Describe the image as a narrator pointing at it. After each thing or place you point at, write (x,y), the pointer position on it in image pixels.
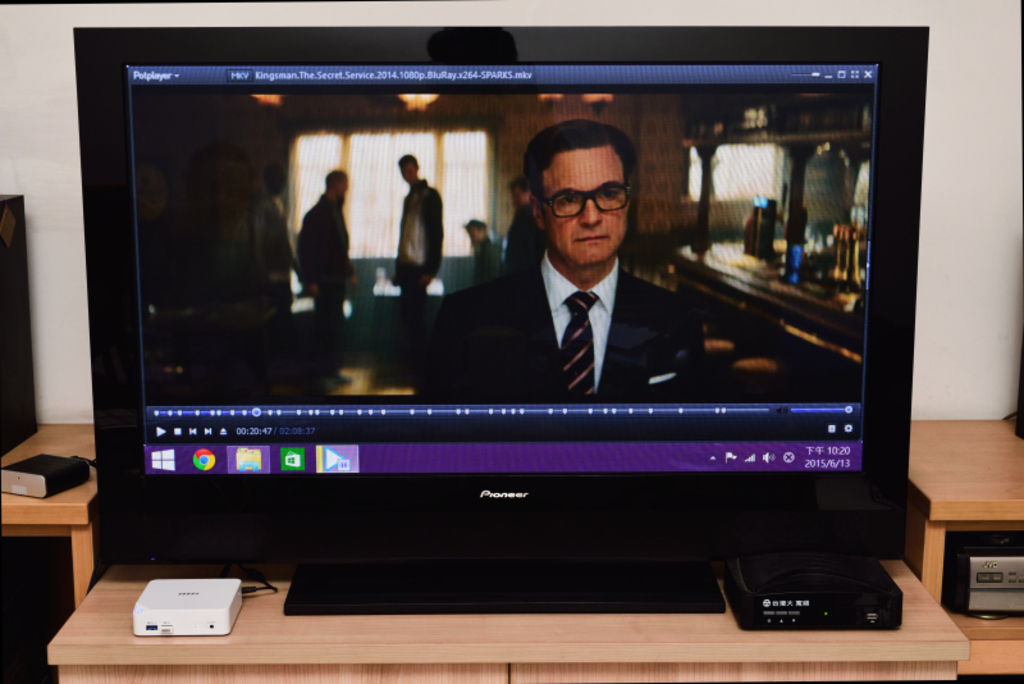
In this picture we can see a screen (633,388) with some people (501,338), app icons (239,468), windows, lights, some objects (763,212) and some text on it, devices (832,611), wooden objects (23,508) and in the background (86,22) we can see the wall (962,38).
